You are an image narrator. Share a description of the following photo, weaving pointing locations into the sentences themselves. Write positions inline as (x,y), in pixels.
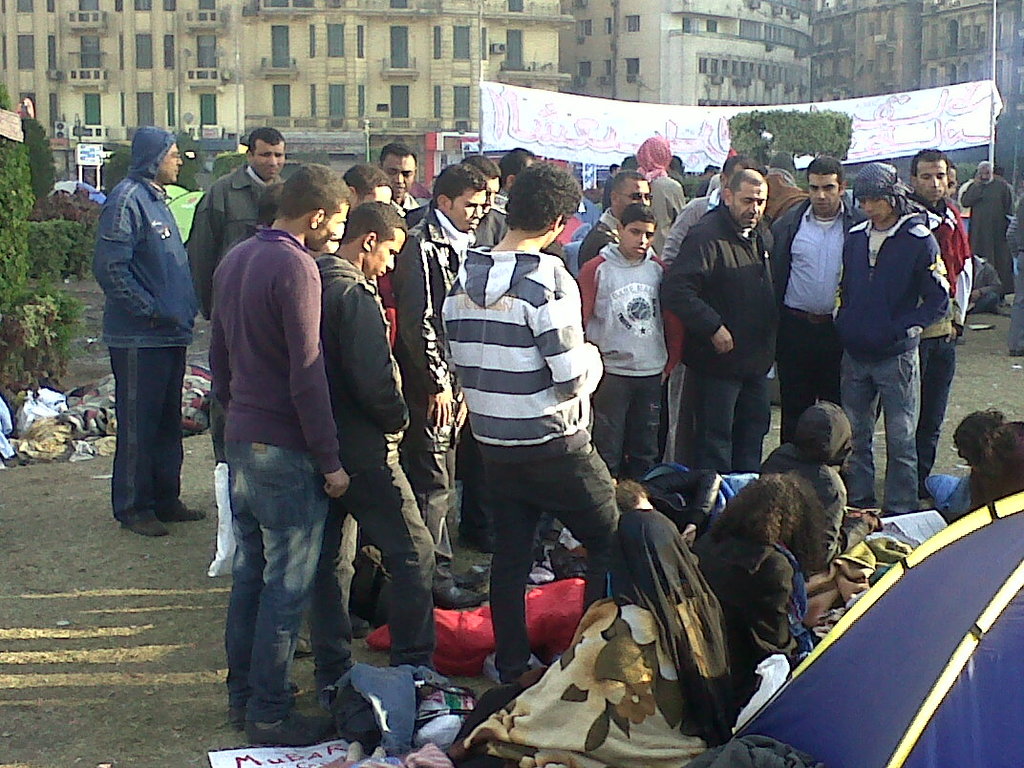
In this picture, there are group of people (346,381). Some of them are sitting on the ground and some of them are standing. In the center (511,407), there is a man (541,349) wearing a striped jacket (541,355). Behind him, there are two men (360,303). At the bottom right (973,692), there is a tent (991,684). Behind the group of people (675,174), there is a banner (931,145) with some text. In the background (327,145), there are trees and buildings (442,120).
